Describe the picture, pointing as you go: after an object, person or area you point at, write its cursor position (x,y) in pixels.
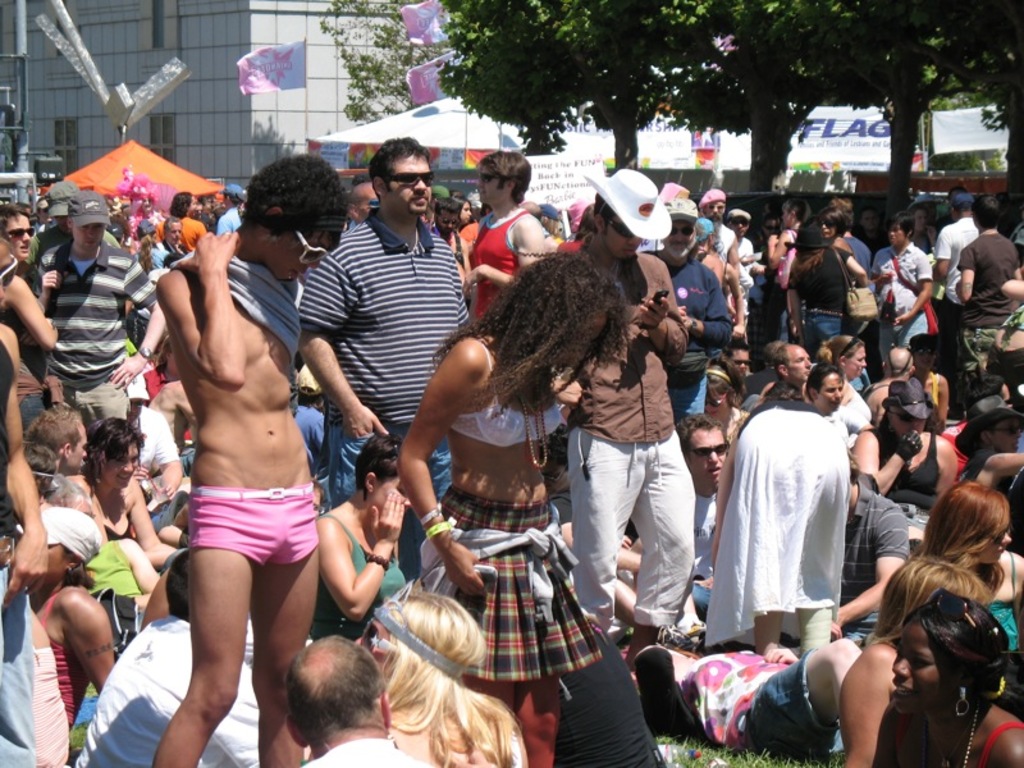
In this picture we can see some people (345,299) standing here, there are some people (889,469) sitting here, at the bottom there is grass (756,758), in the background (345,79) there is a building (250,22), we can see flags (428,64) and trees (713,42) here.
